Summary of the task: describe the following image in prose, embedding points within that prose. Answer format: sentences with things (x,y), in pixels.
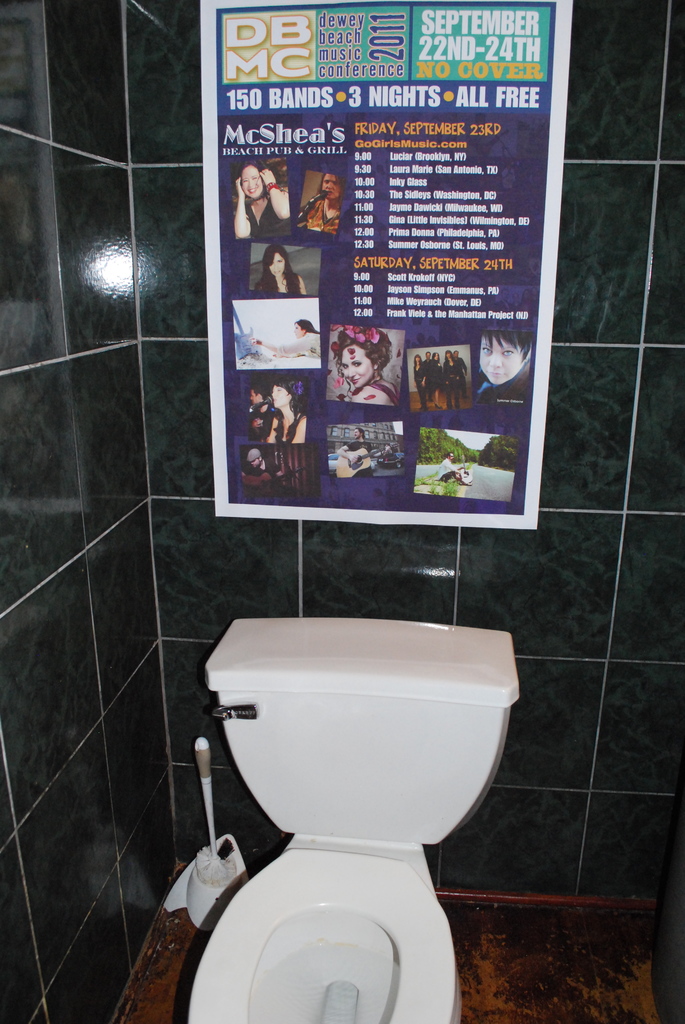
In the picture we can see commode (342,846), flush tank (358,810) which are in white color, there is some poster (371,497) attached to the wall (476,541) and there is brush (216,865) on floor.
